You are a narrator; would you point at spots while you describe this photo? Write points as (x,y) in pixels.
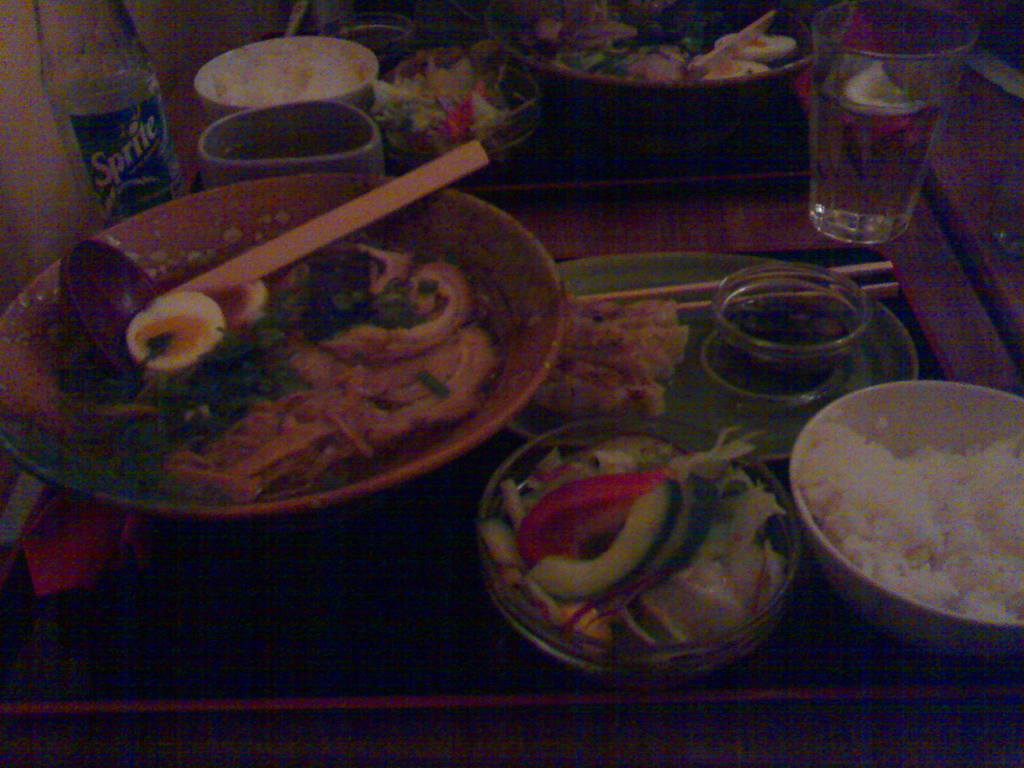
In this image I can see few food items (662,634), they are in the bowls (694,640) and the food (663,597) is in cream, green and red color and I can also see few glasses (821,95), bottles (121,81) on the brown color surface (646,213).
